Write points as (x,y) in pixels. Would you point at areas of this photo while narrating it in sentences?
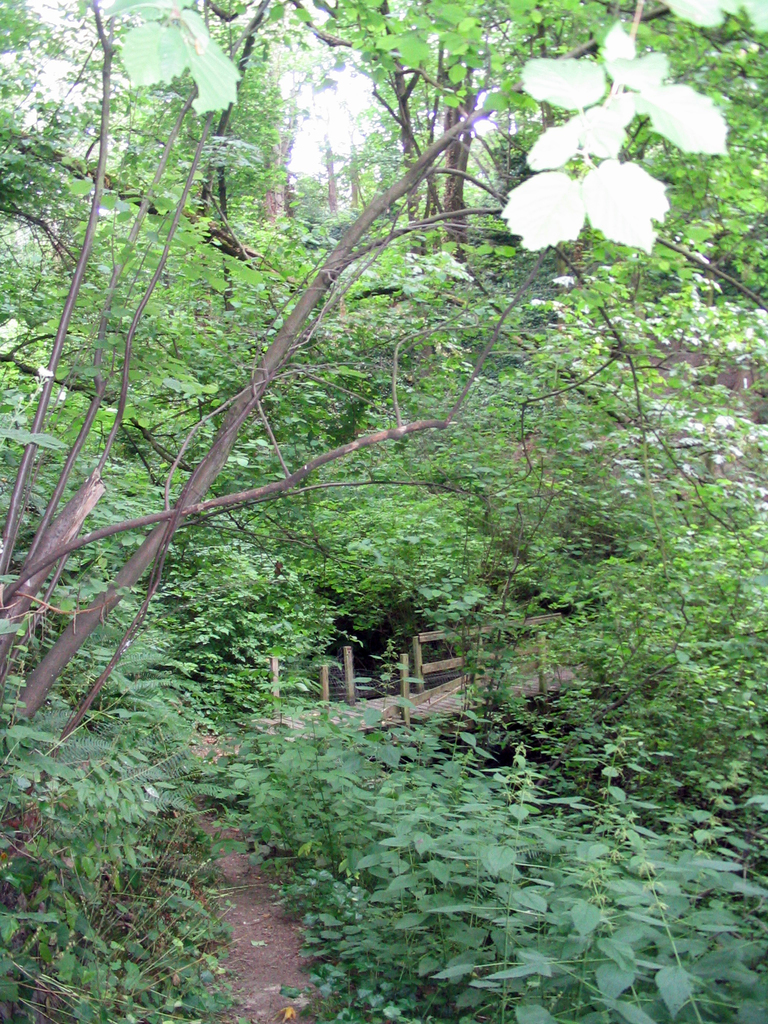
In the picture I can see the trees (509,498). There are plants (520,771) at the bottom of the picture (554,771). I can see the wooden walkway (323,680).
